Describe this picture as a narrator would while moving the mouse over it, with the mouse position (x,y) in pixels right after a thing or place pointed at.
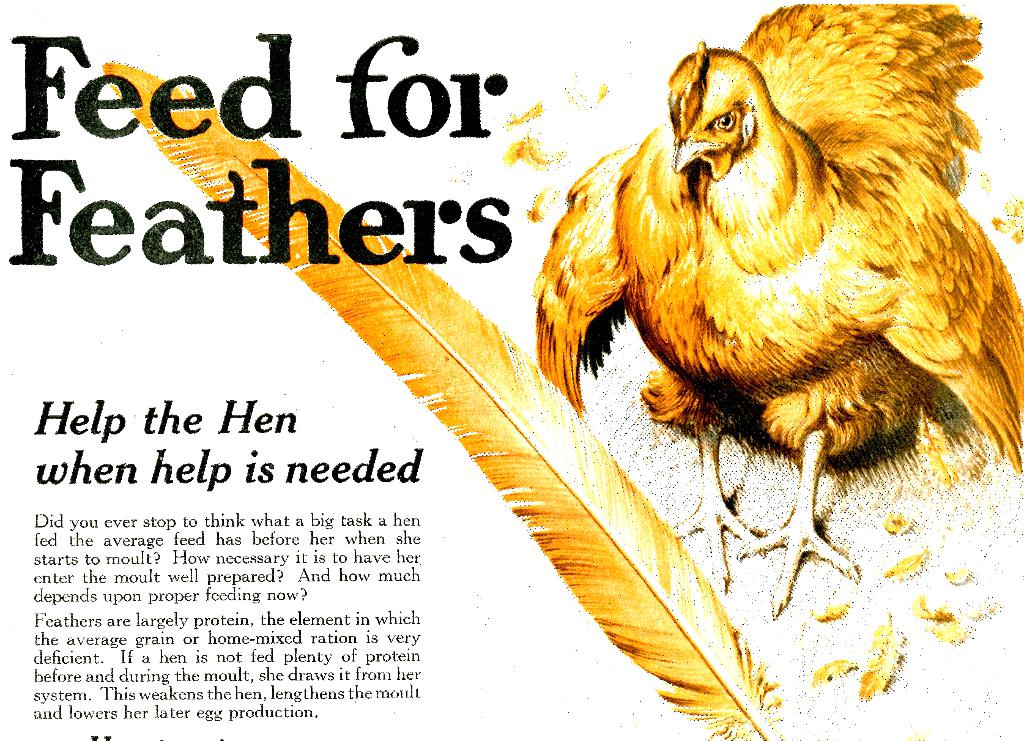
In this image I can see the yellow color bird (827,200), feather (652,667) and something is written on it with black color. Background (338,403) is in white color.
